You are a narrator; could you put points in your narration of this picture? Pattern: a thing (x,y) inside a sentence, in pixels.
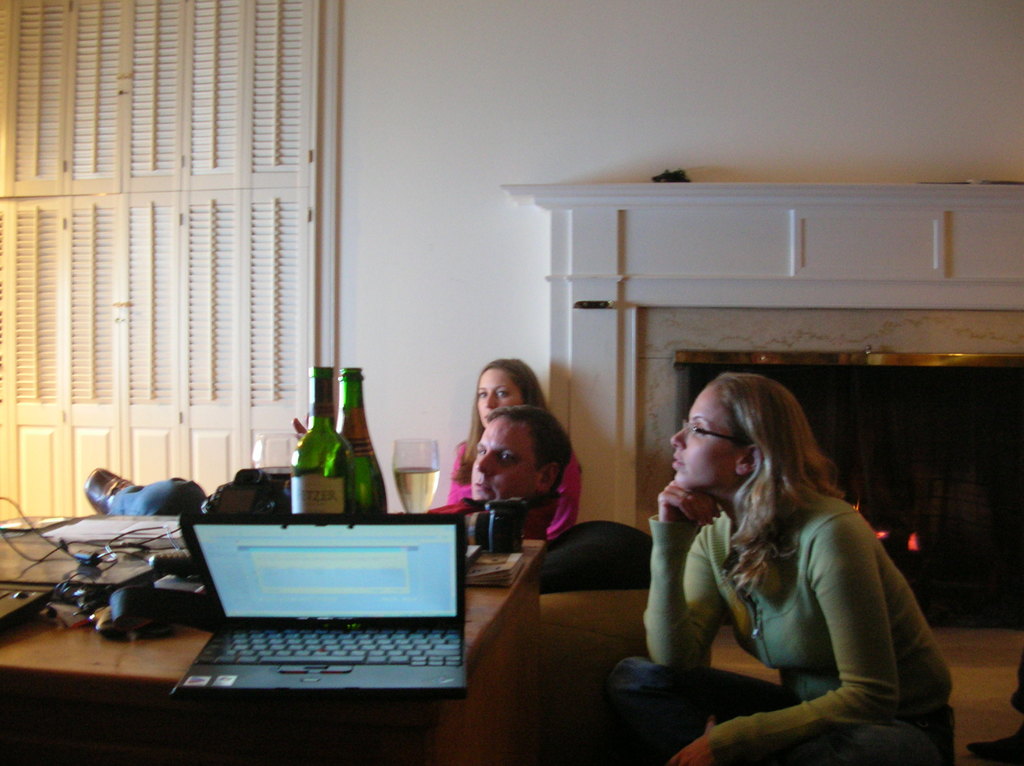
In this image we can see three persons (783,626) are sitting on the floor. There are bottles (323,446), glasses (411,479), laptop (432,539) and books (488,560) on the table (532,595). This is the fireplace (717,332).
